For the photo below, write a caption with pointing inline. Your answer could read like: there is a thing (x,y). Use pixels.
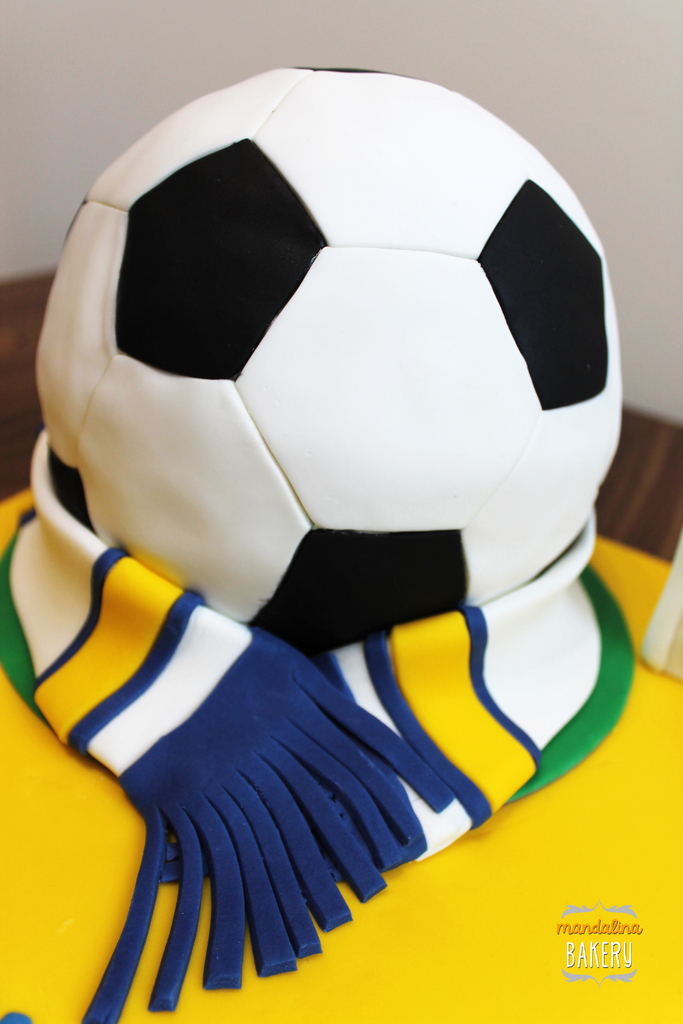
In the foreground of this image (350,929), it seems like a cake (364,339). On the bottom (463,940), there is a yellow cloth (441,942). In the middle (300,442), there is a ball (378,443). In the background (544,47), there is a wall (469,27).
